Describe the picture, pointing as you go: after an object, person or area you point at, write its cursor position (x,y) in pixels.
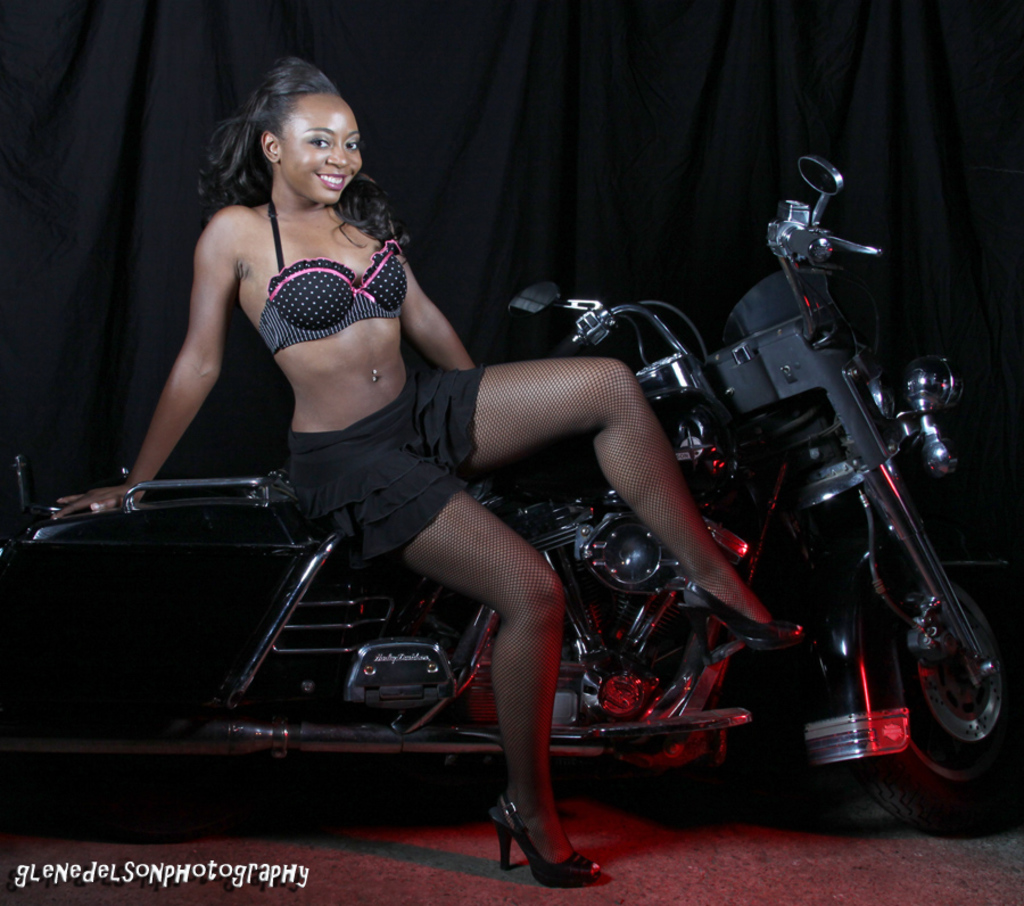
In this picture there is a woman (547,427) sitting on a bike (560,717).
